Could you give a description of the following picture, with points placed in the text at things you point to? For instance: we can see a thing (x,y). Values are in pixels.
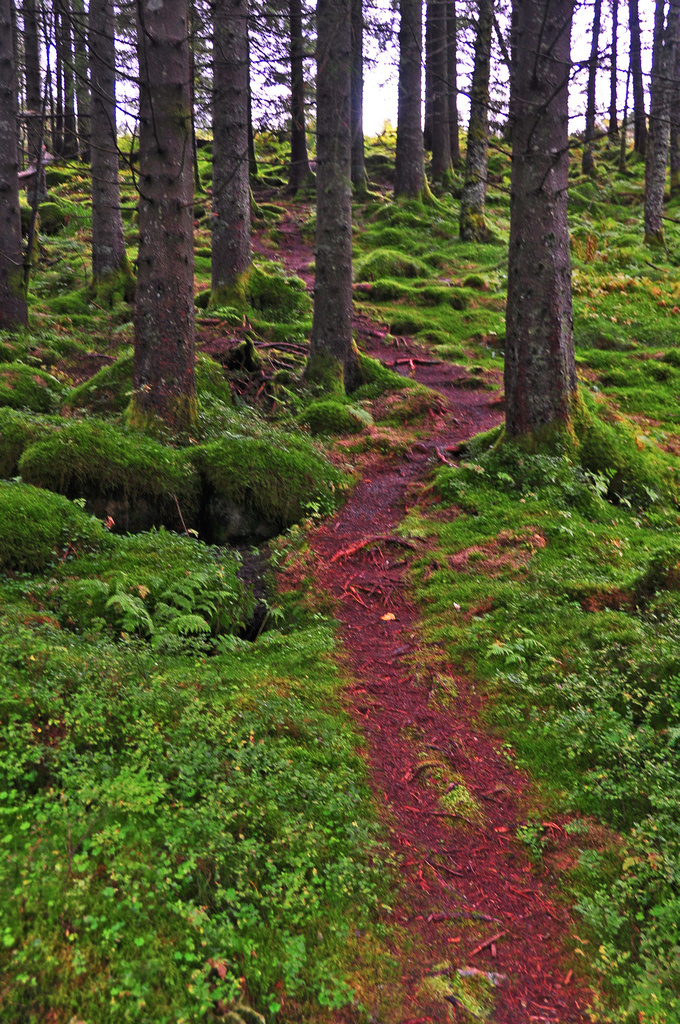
In this picture we can see trees (336,327), grass (361,392) on the ground (426,369) and we can see sky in the background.
